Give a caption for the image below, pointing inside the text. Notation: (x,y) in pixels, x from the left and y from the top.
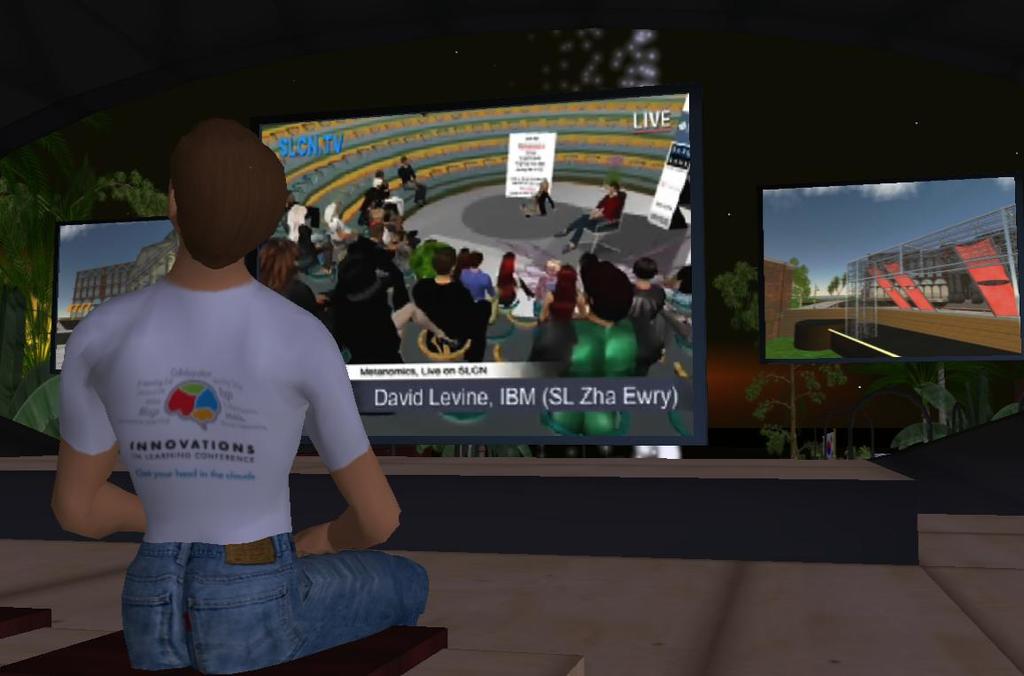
This is an animated image in this image, there is a man (296,607) sitting on a bench (395,650), in the background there are screens (555,324), on that screens (598,238) there some pictures (598,238) and text (434,404).
